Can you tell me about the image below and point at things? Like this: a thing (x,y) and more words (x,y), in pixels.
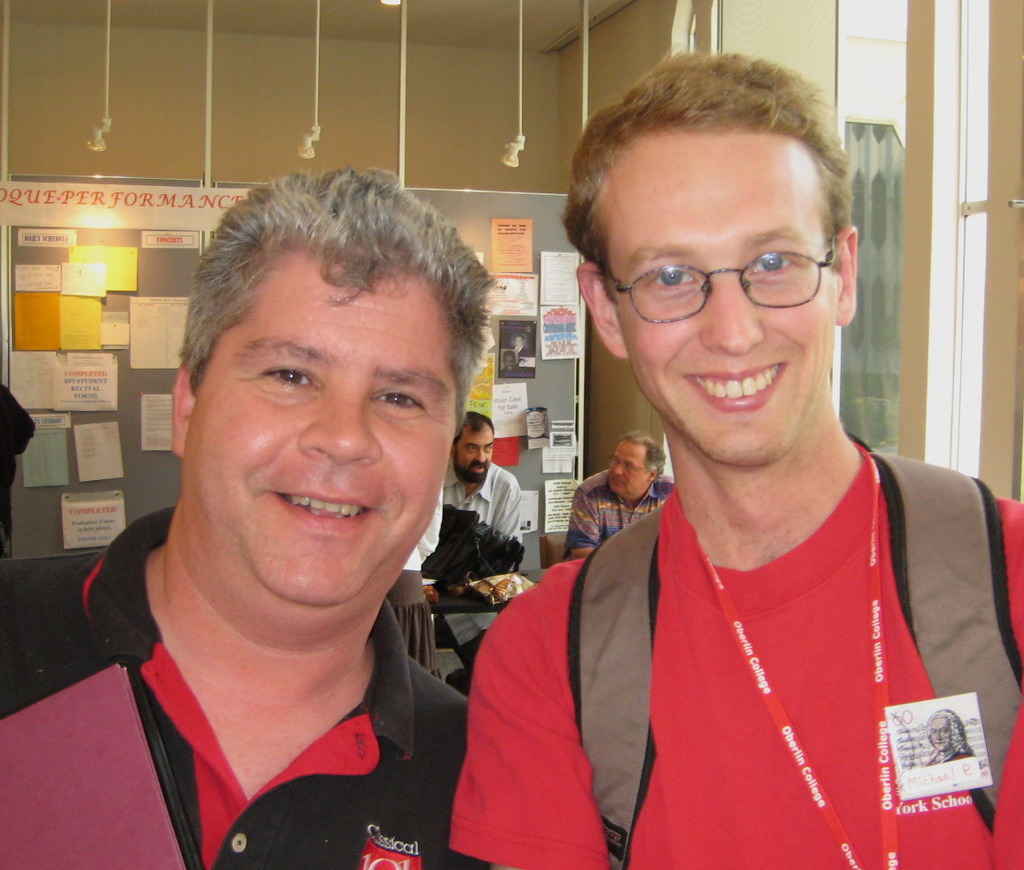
In this image in the front (402,658) there are persons (511,681) smiling. In the background (141,367) there is a board (134,381) and on the board (127,363) there are posters (160,346) with some text (553,498) written on it. On the top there are lights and there are persons (474,443) in front of the board (535,484). On the right side (975,329) there is a window (971,316) and there is an object (865,321) which is grey in colour.
